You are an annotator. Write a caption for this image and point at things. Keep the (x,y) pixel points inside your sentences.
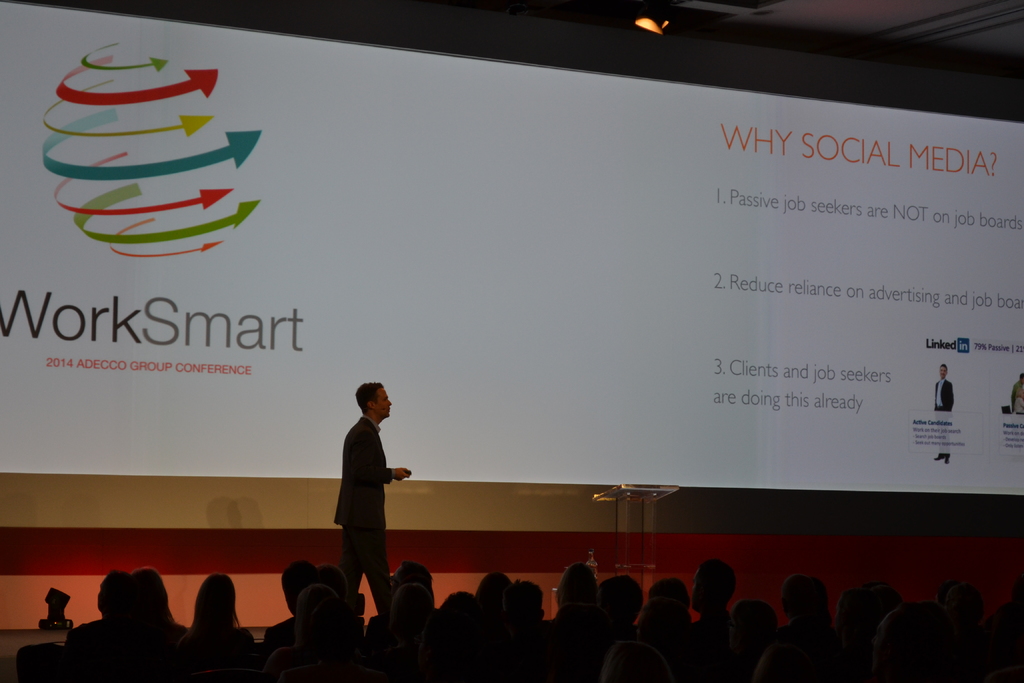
There are people (122,604) sitting and this man (355,452) walking. We can see screen (444,139) and wall (696,557). At the top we can see light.
